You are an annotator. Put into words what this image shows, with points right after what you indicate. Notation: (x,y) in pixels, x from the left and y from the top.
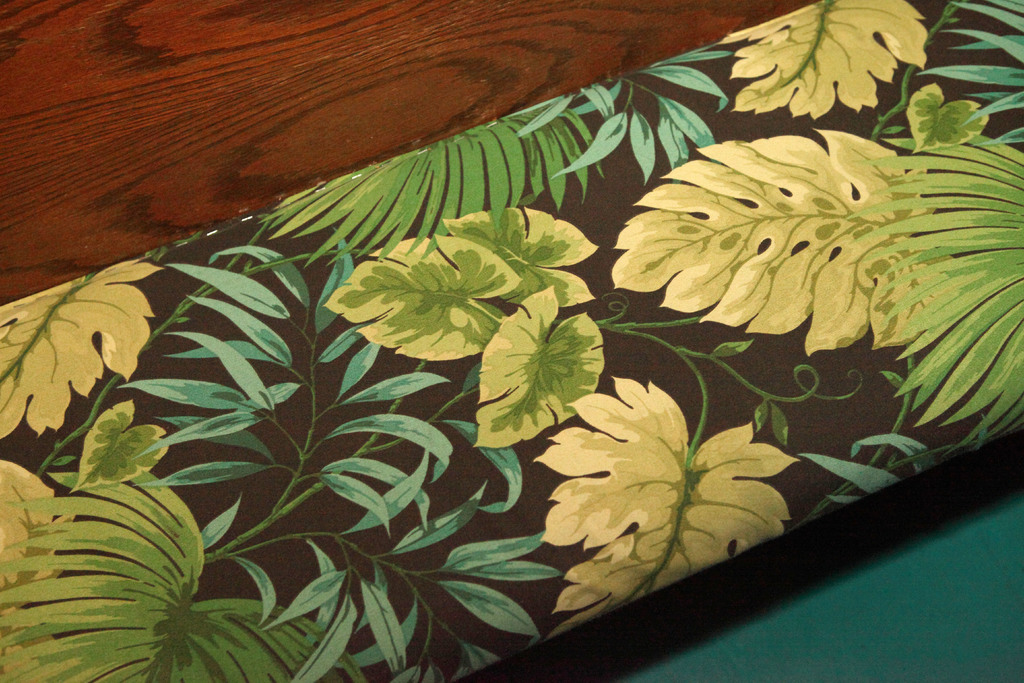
In this picture we can see painting (617,337) of leaves (455,238) on the wooden plank (325,114).
